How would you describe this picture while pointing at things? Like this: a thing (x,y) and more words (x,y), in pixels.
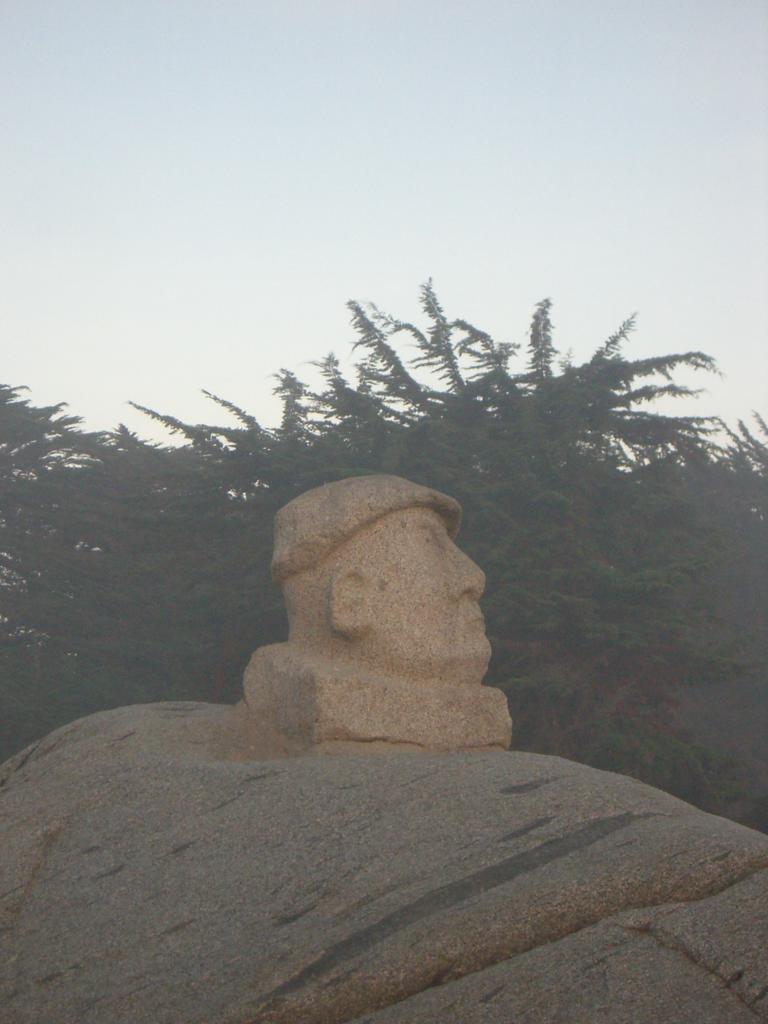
There is a sculpture (421,597) made up of a rock (442,624) and there are trees (394,427) in the background (426,413).
